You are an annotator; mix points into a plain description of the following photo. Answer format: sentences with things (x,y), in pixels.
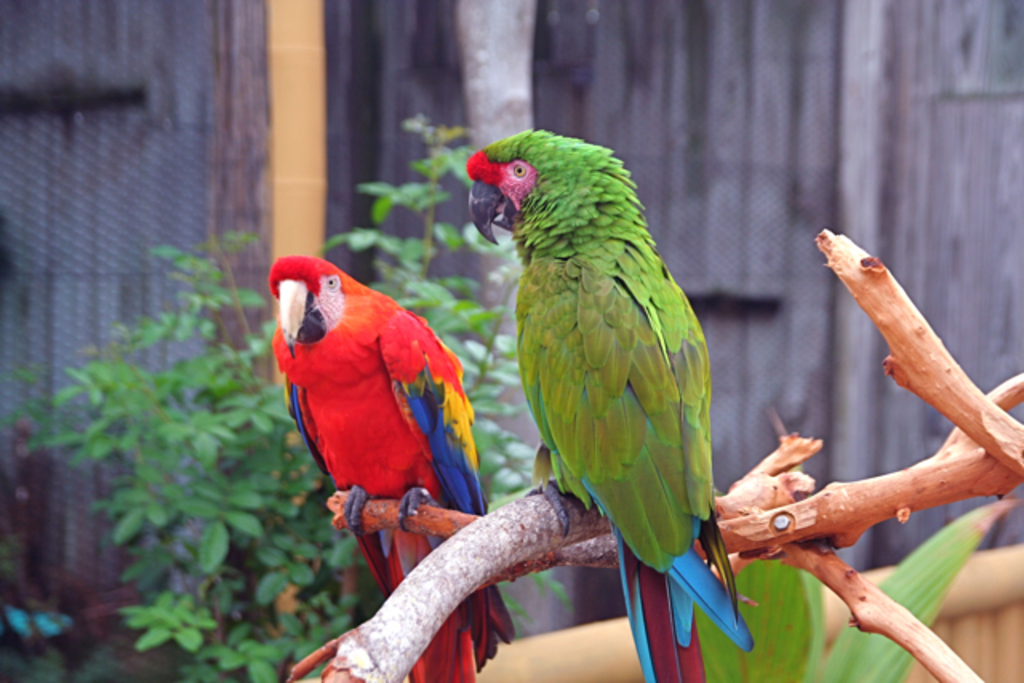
In the picture we can see two parrots (518,360) on the branch (517,513). In the background (278,155) we see a wall (176,106), plants (219,428) and some objects (214,167).
